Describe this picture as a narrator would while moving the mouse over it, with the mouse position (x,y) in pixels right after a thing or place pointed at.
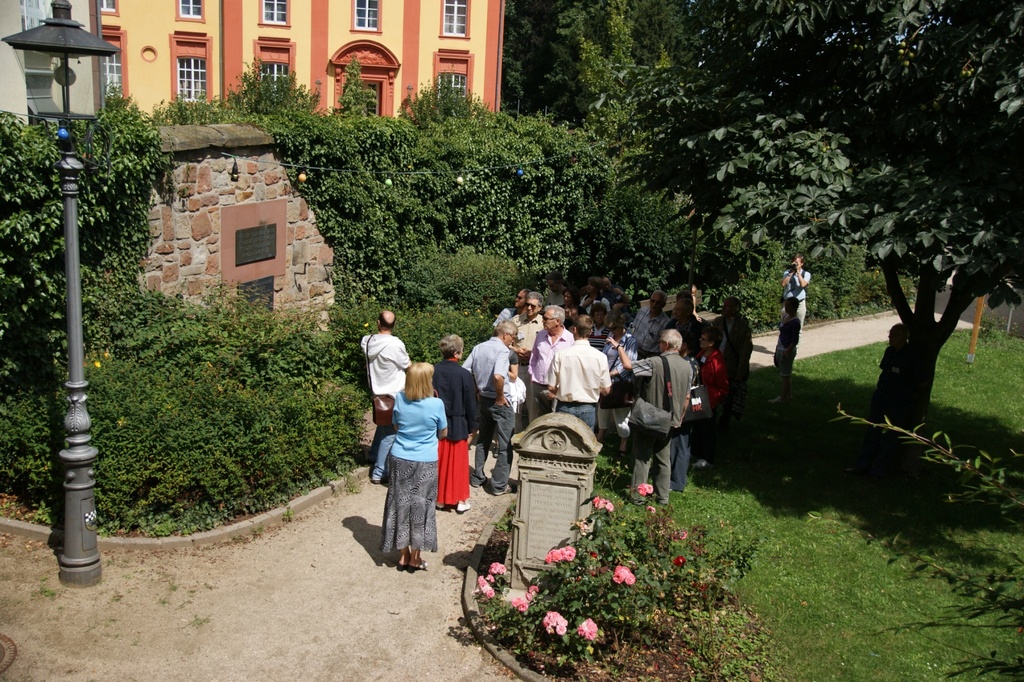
In this picture I can see at the bottom (604,598) there are flower plants (604,571), in the middle (451,428) a group of people (532,373) are standing, on the left side (74,510) there is a lamp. On the right side (808,239) there are trees (719,185), at the top (167,47) there is a building (407,27).
